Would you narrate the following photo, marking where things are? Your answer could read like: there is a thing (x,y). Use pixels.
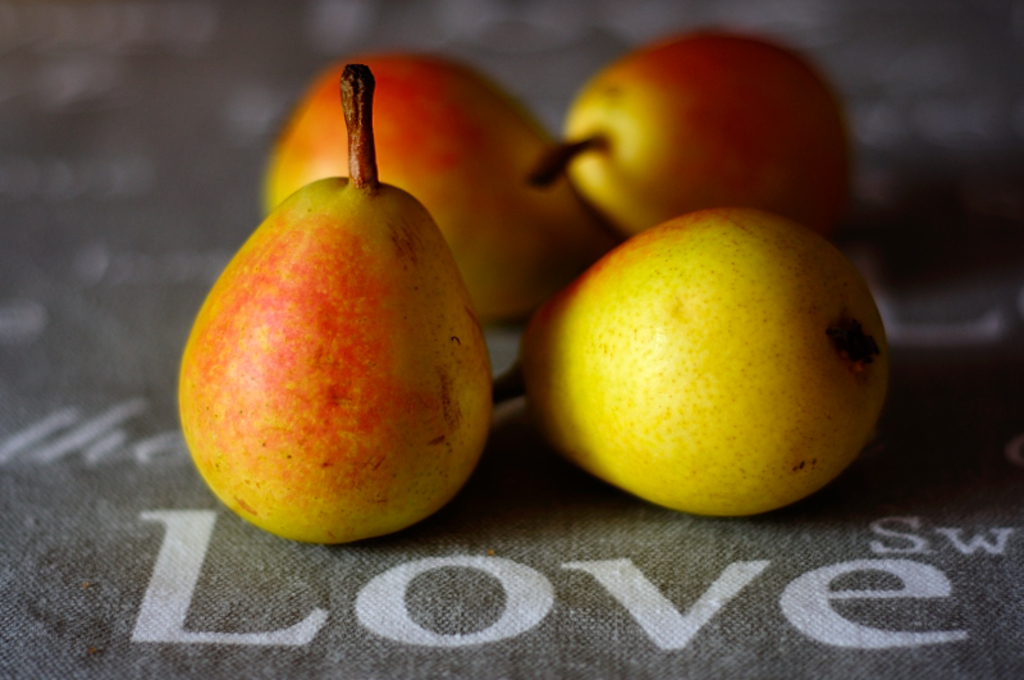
In this image there are pear fruits (390,248) on a sheet (509,552). There is text (172,599) on the sheet (484,577).
